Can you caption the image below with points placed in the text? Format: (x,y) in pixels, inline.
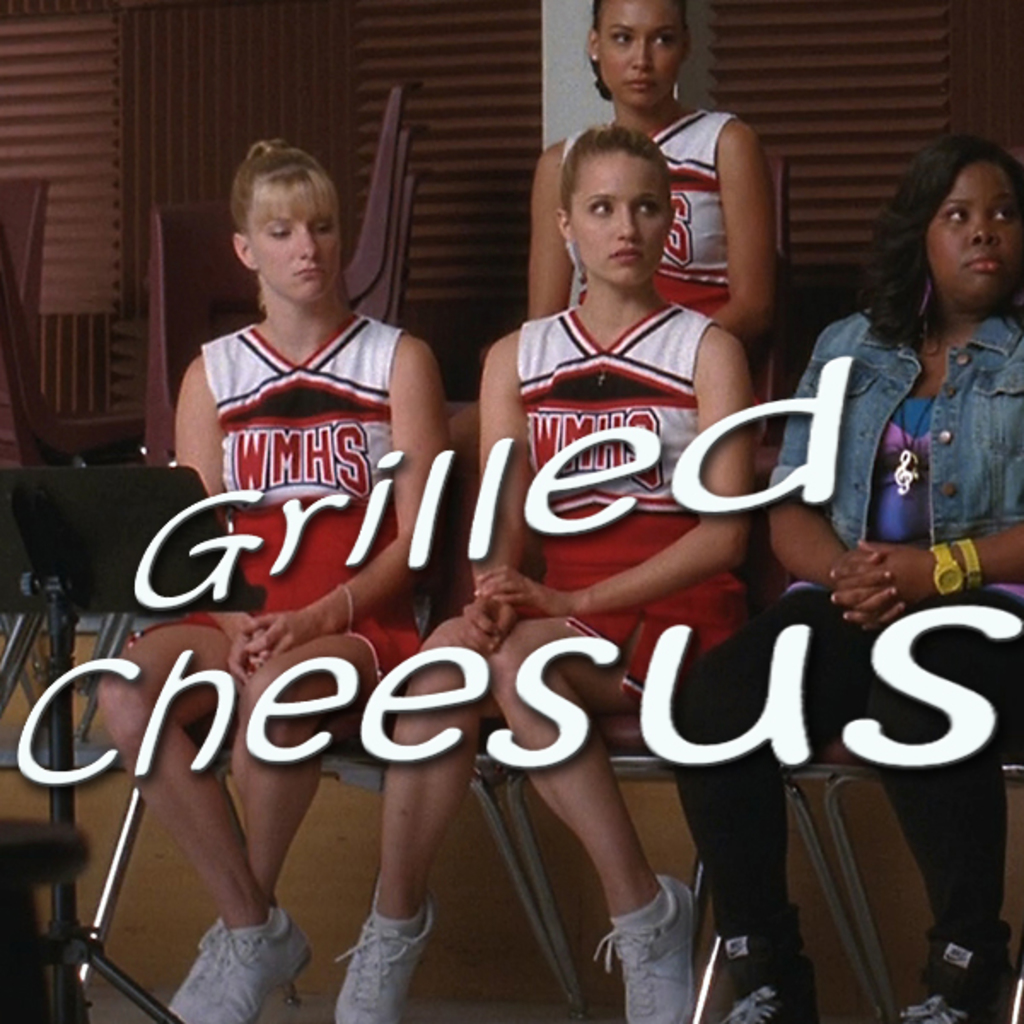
In this image I see 4 girls (597,267) who are sitting on chairs (843,853) and I see that these 3 girls (421,387) are wearing same dress (520,356) and I see a black color thing (58,496) over here and I see the watermark (696,438) over here.
